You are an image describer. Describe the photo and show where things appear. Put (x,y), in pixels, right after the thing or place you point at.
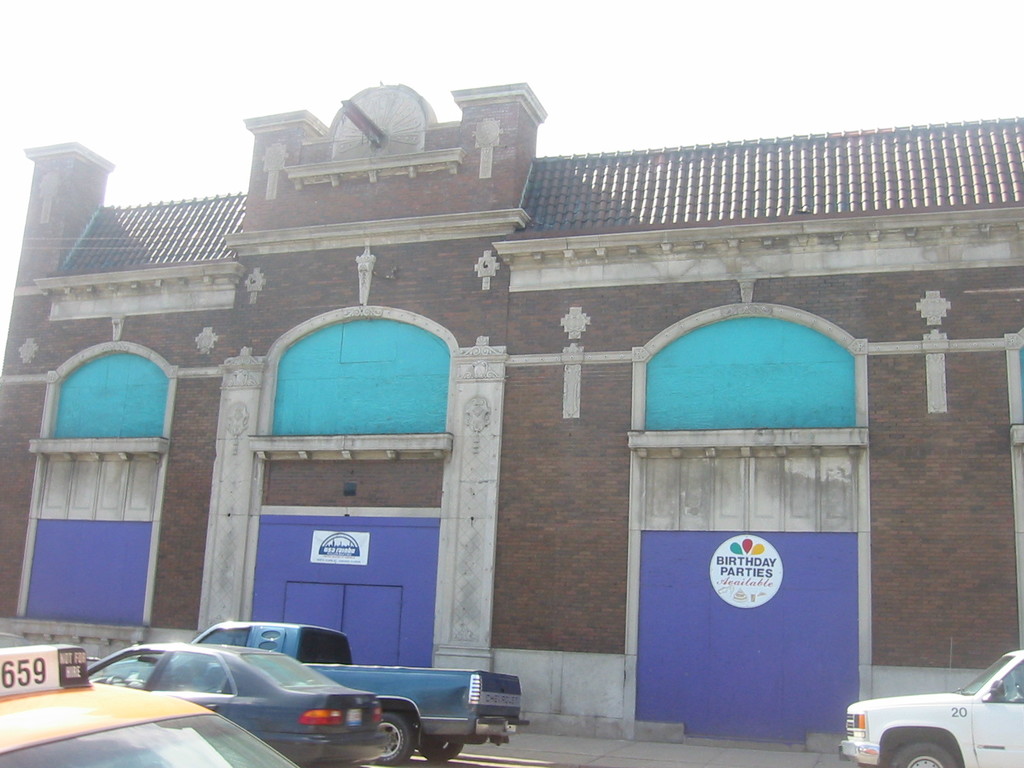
In this picture we can see a building (518,398), there are four vehicles (456,739) at the bottom (878,738), we can see two boards (730,588) pasted on the wall (521,559), there is some text (750,569) on these boards (744,601), we can see the sky (567,17) at the top of the picture (470,41).
